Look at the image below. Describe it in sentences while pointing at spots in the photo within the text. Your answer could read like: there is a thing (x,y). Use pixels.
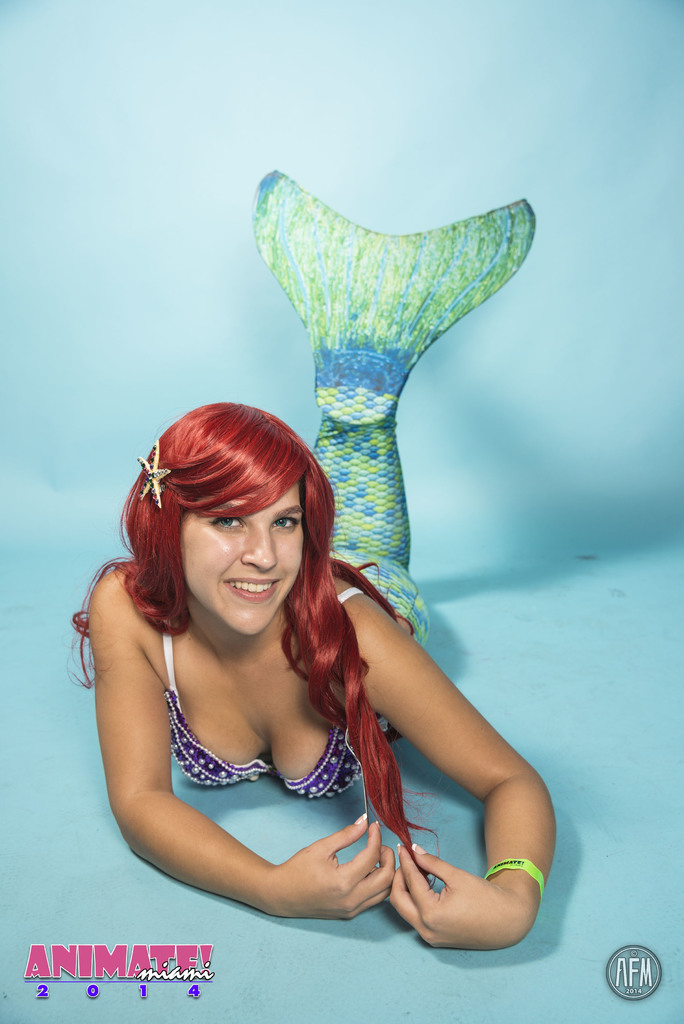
In this image we can see a lady (267,743) is lying on the floor (25,660). The floor (540,671) is completely painted with blue color.
